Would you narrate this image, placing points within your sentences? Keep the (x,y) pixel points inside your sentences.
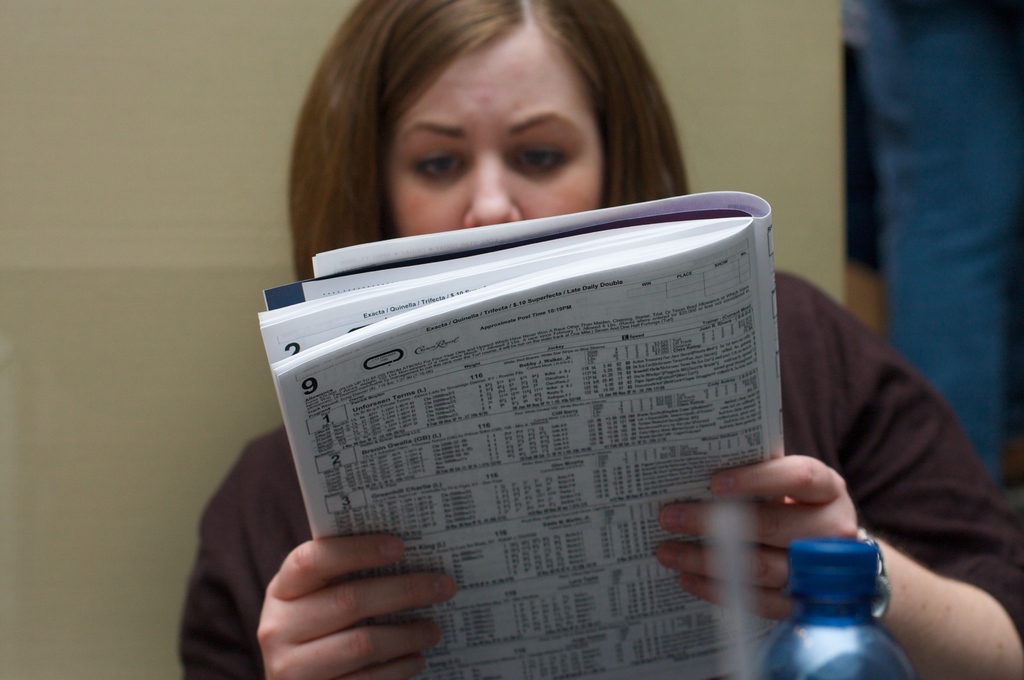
In this image there is a lady (455,180). She is holding a book (568,441). There is a bottle (829,567) in front of her. Behind her there is a yellow wall (153,513).
